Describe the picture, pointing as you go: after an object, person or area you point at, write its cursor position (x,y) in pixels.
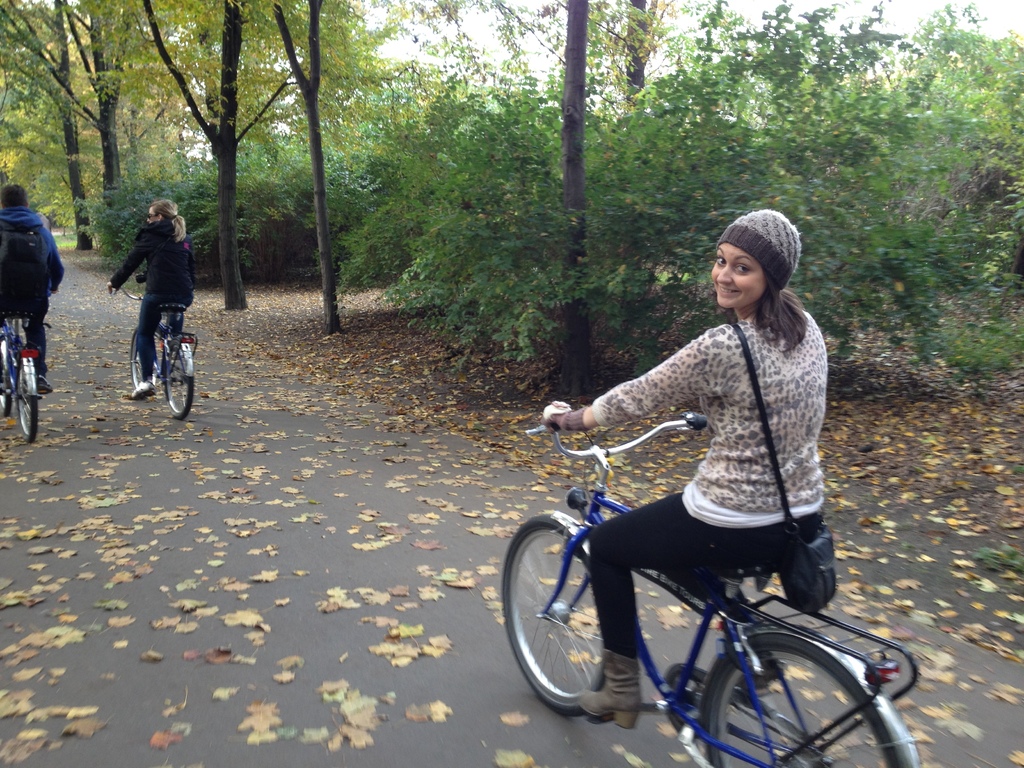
In this picture, I can see few people (762,386) riding bicycles (845,627), we see a woman (712,487) wore a cap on her head (778,293) and she wore a bag (778,469) and we see trees (637,134) and few leaves (322,461) on the ground (433,480).
